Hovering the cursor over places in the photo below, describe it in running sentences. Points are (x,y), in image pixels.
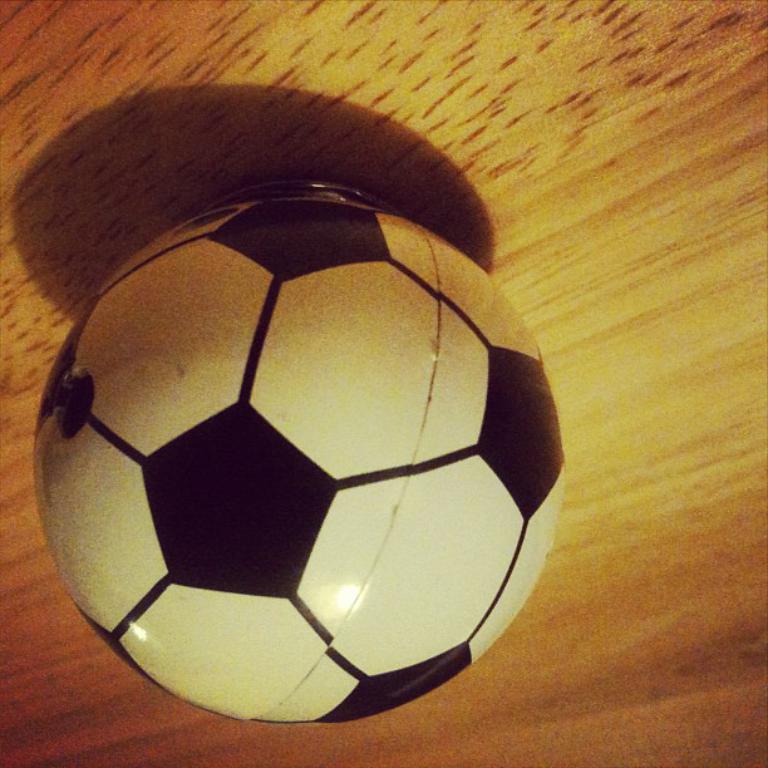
In this image we can see one white and black color ball (280,504) on the surface (5,579) it looks like a table (355,27).
